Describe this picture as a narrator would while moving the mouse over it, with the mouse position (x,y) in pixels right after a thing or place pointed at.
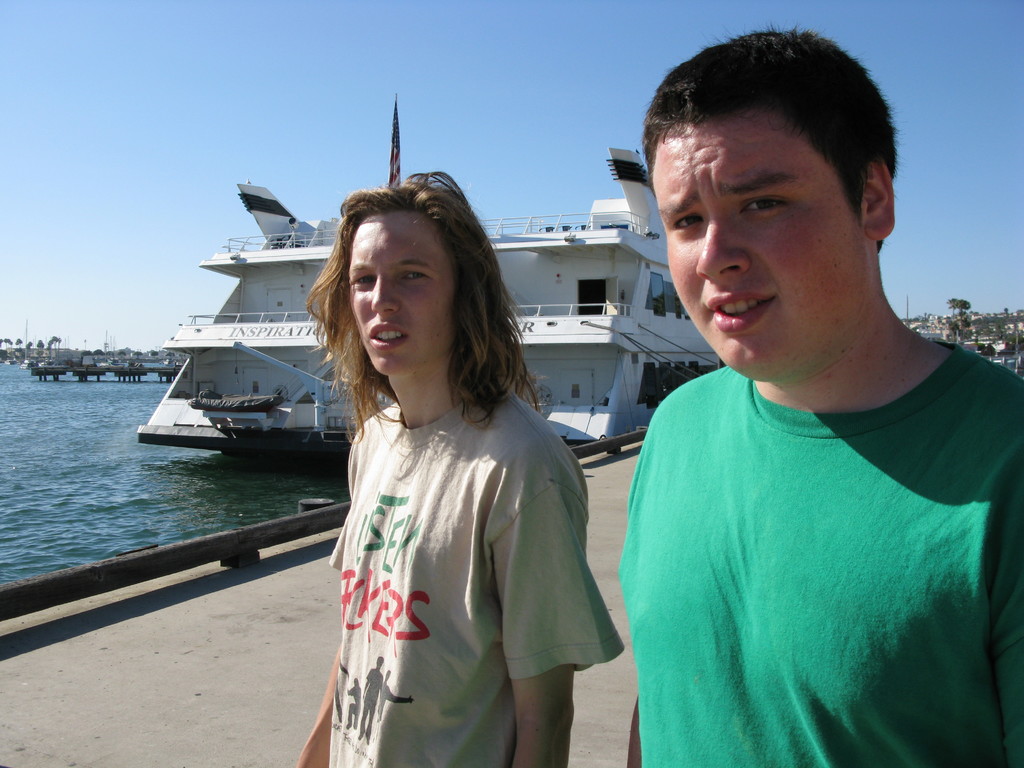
Here I can see two men (512,564) wearing t-shirts (472,497), standing and looking at the picture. In the background (659,346) there is a ship (289,417) on the water (102,525). On the left side (151,371) there is a bridge (96,374). In the background (963,328) there are many trees (963,328) and buildings (934,328). At the top of the image (277,88) I can see the sky (284,56) in blue color.
